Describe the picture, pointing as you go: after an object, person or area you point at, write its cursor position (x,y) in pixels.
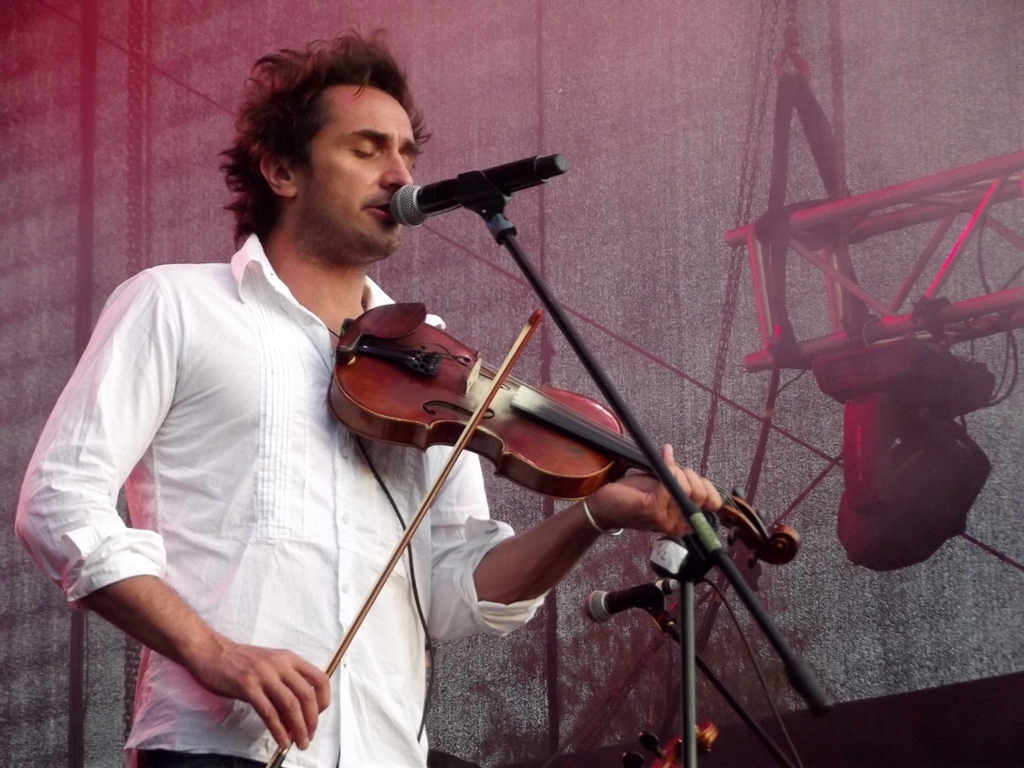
Man (367,507) playing musical instrument (527,425), this is microphone (423,199).
